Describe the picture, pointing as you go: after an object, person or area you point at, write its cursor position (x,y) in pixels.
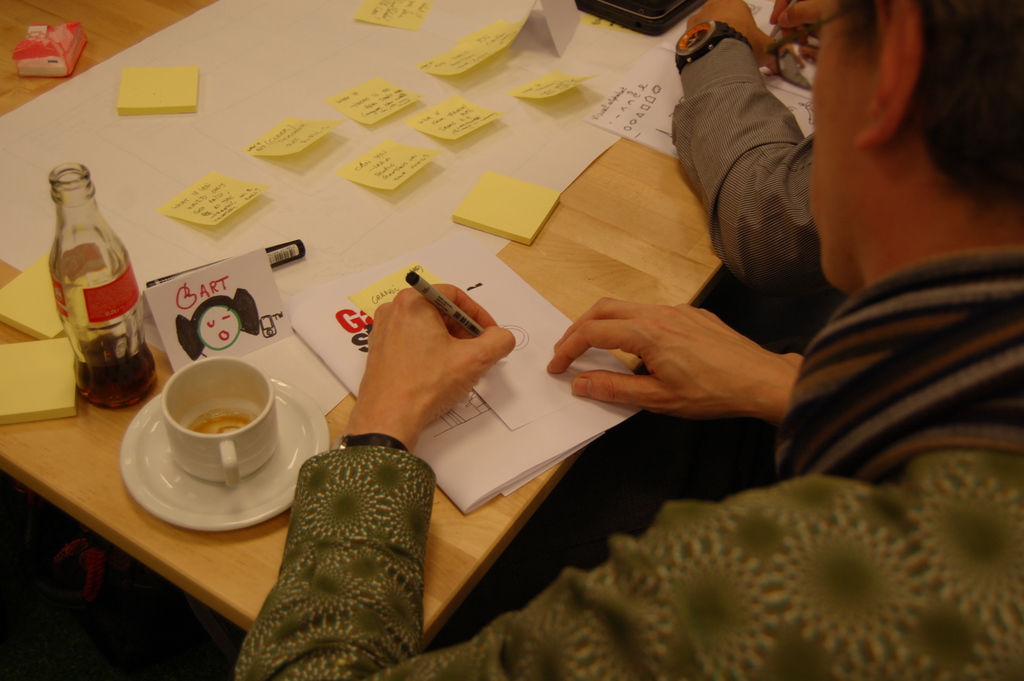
In this picture i could see a person (645,579) sitting near the table (525,464) and drawing some pictures (477,400) on the paper (517,382). On the table (505,215) there is a bottle (116,401) cup (217,467) saucer (214,515) and some chart (409,123) and markers (298,248). Beside him there is other person (739,110) sitting and doing some drawings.
